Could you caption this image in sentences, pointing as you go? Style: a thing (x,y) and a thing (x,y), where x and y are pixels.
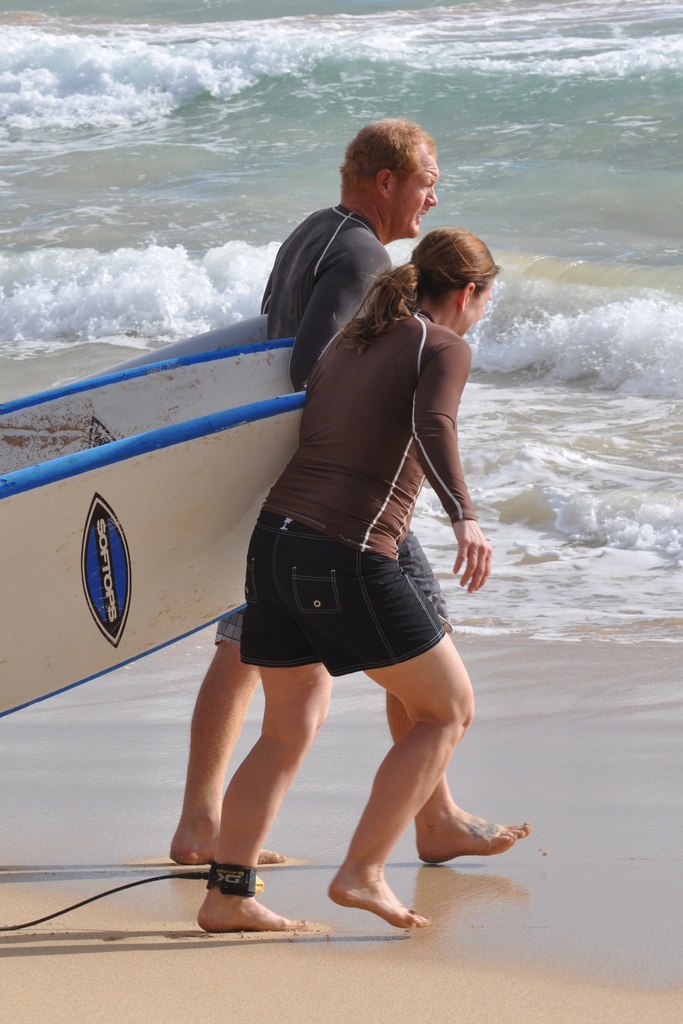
This picture shows a man (406,173) and woman (390,464) walking into the water (643,423) by holding surfboards (192,408) in their hands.
